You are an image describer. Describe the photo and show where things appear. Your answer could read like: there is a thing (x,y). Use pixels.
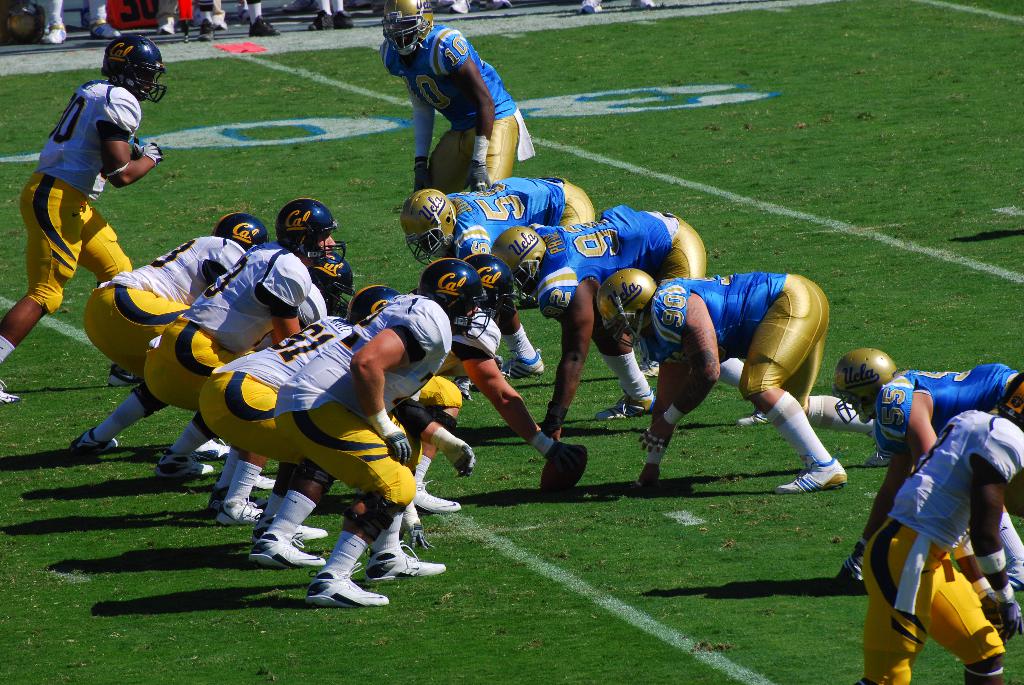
In this image at the center (437,301) people (150,349) are playing sport. At the back side (168,2) few people (198,23) are standing on the ground (629,7).
